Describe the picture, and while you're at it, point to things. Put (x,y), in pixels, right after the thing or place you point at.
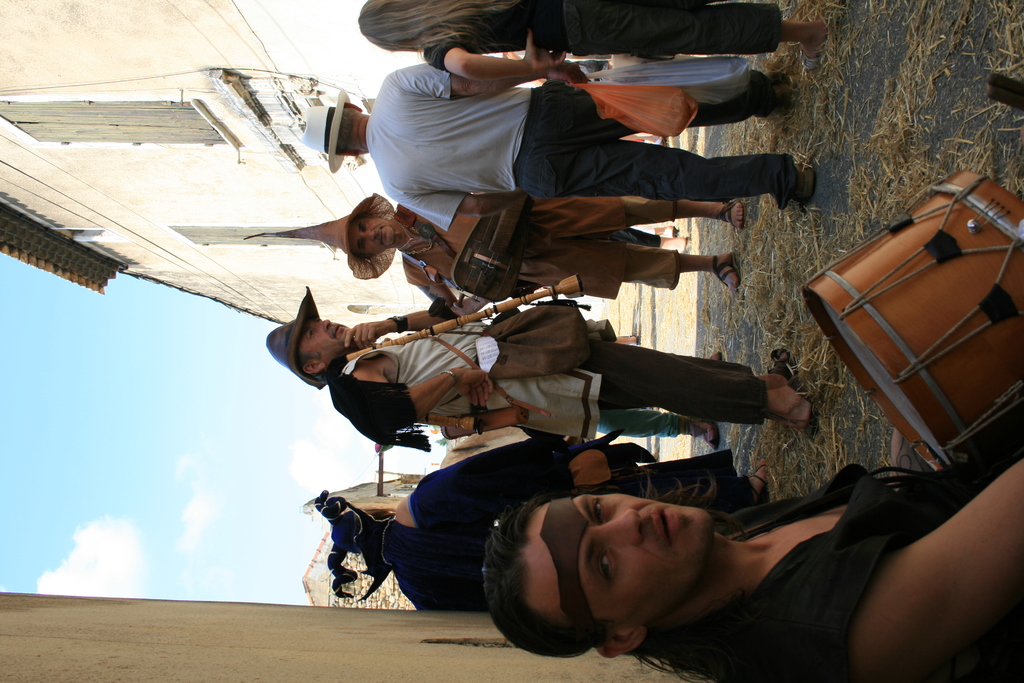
A few people (430,350) are standing in a street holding musical instruments (447,326).
